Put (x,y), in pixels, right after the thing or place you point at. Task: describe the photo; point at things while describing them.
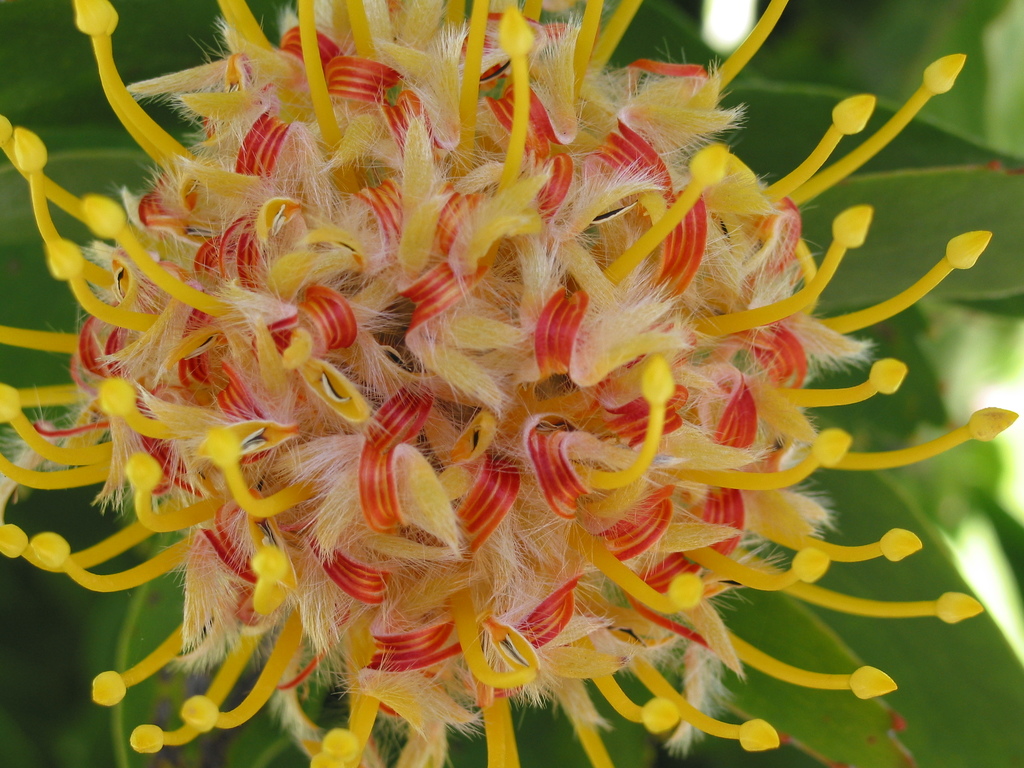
In this image I can see the flower (523,443) to the plant (1001,650). I can see the flower (371,230) is in yellow, red and cream color. I can see the plant (863,445) is in green color.
